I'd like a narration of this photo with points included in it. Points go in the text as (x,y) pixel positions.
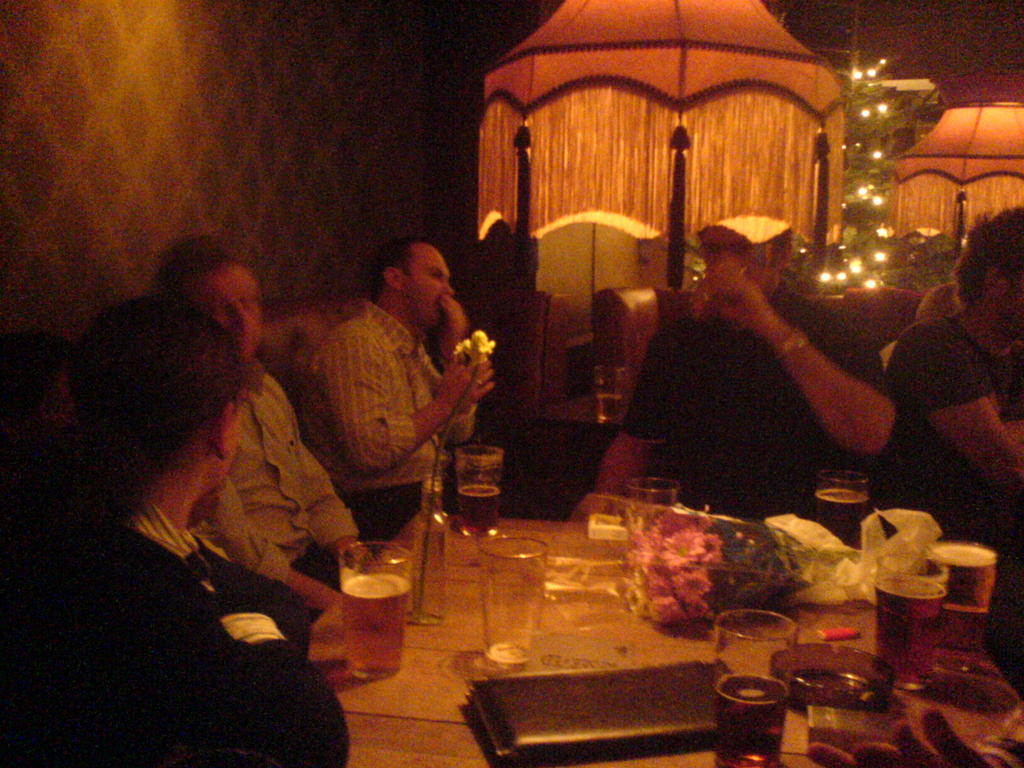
In the image we can see there are many people (404,391) wearing clothes (747,420), they are sitting. In front of them there is a table (601,613), on the table (479,630) there are glasses (502,613), bottle (432,553), flower bouquet (666,555), drink (746,681) in the glass (755,699) and a plastic cover (822,577). This is a plant (870,209), sofa (623,323) and a wall (209,139).
